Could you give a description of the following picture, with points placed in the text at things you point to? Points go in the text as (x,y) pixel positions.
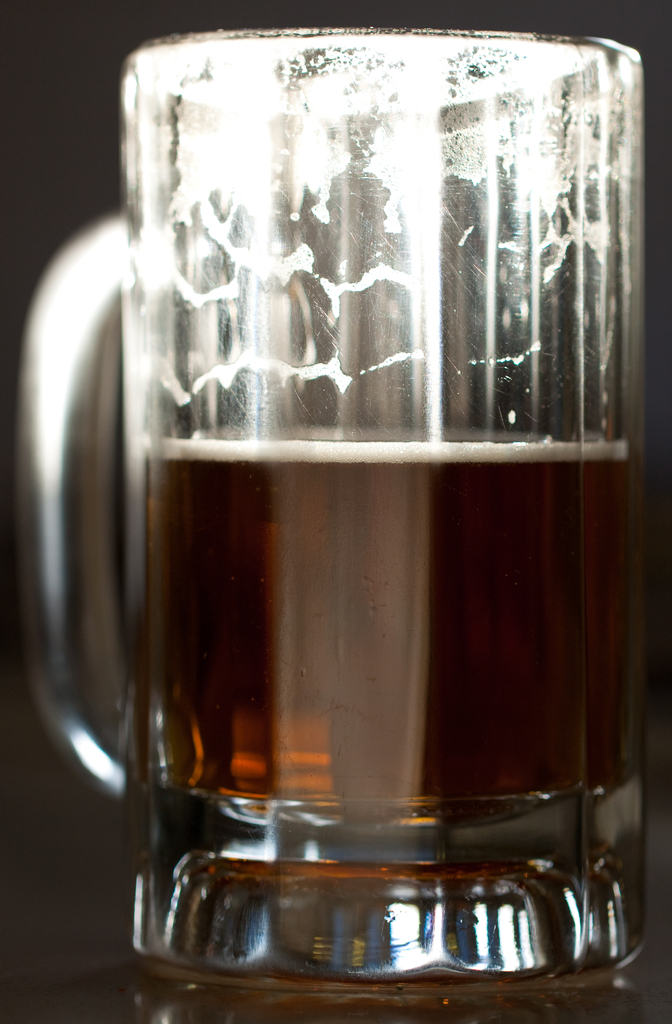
This is a glass (194,504) consists of drink (329,573).
